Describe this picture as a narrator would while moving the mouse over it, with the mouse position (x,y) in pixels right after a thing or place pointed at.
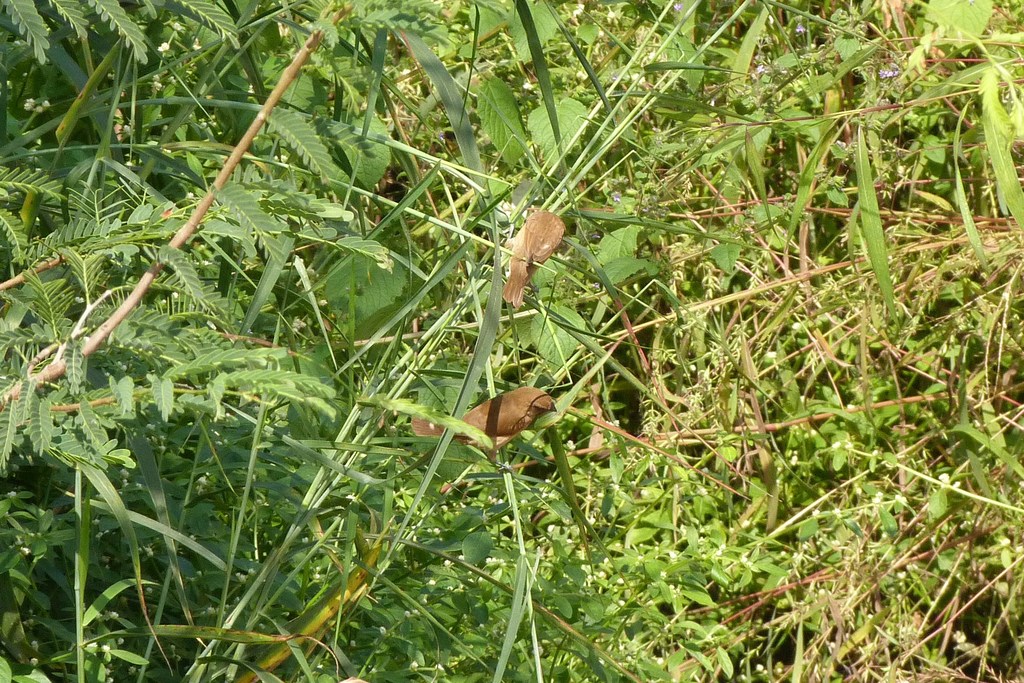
In the picture there are two small birds (518,431) standing on the branches (442,224) of plants (483,268) and around them there are many small plants (501,96) and grass (597,100).
